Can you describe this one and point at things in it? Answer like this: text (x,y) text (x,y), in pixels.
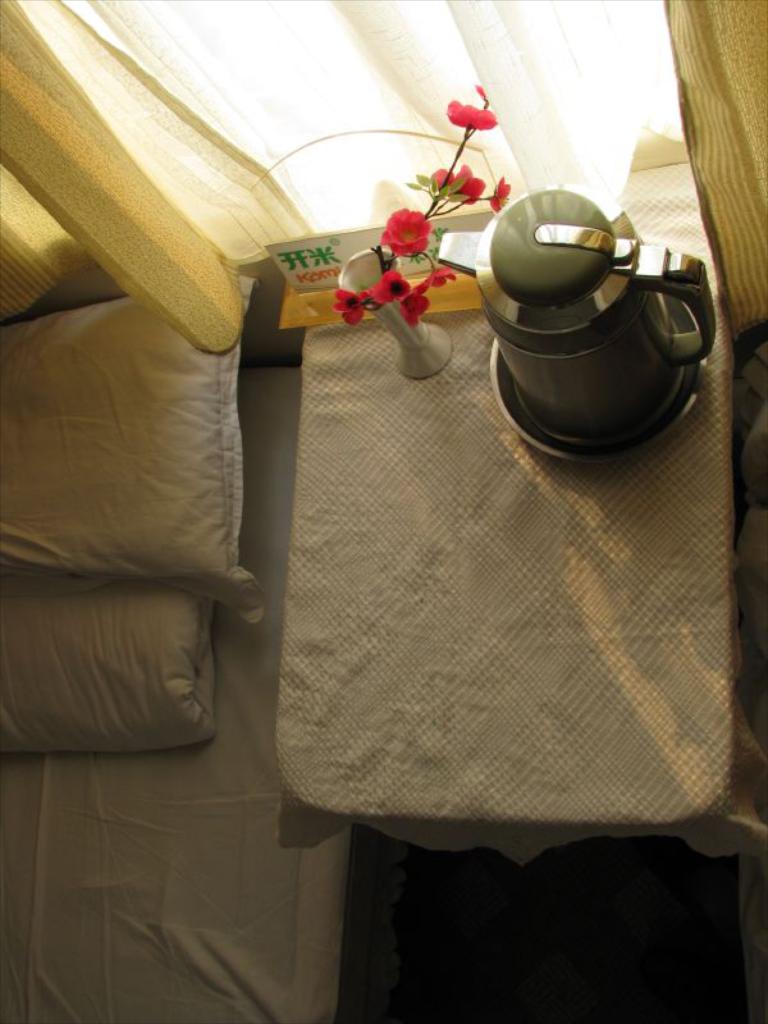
On the left side of the image (201,713) there is a bed (327,959) with pillows (200,517). Beside the bed (165,559) there is a table (338,641). On the table (679,462) there is a vase (396,333) with flowers (458,190), a board (432,306) with text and there is an object (471,238). Behind them there are curtains (121,185).
